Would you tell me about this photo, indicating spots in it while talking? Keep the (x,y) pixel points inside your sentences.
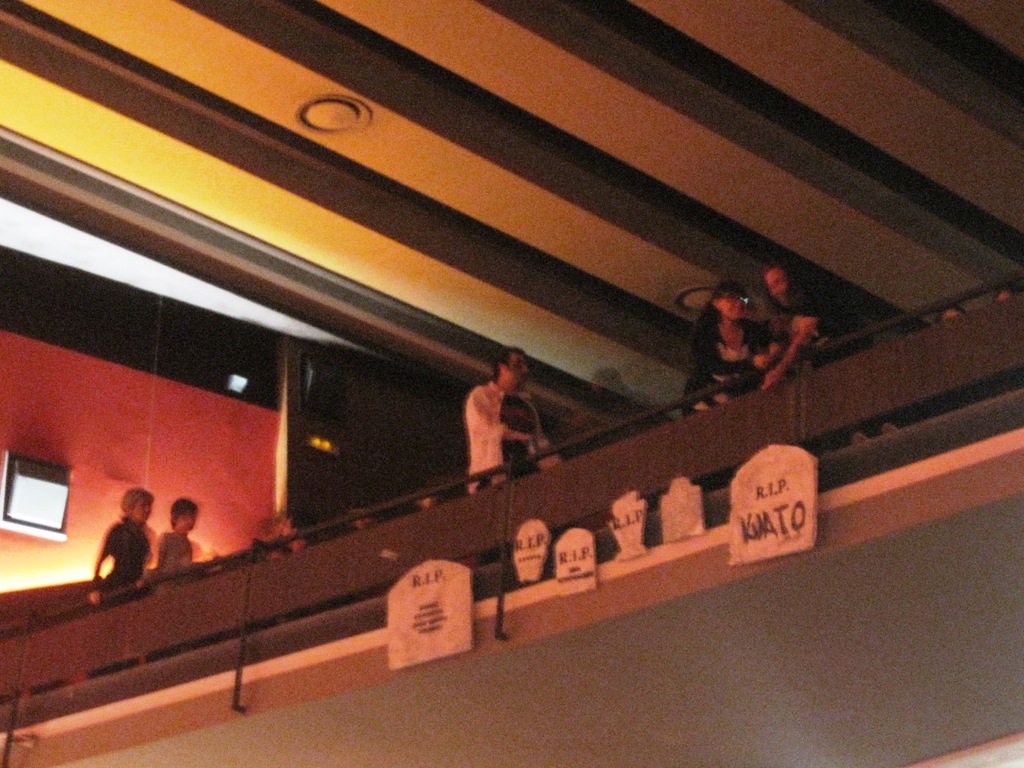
In the image there are rest in peace boards (453,588) attached to a surface (569,676) and behind the boards (457,600) there is a railing (592,468), there are few people (743,346) standing behind the railing (459,520).
